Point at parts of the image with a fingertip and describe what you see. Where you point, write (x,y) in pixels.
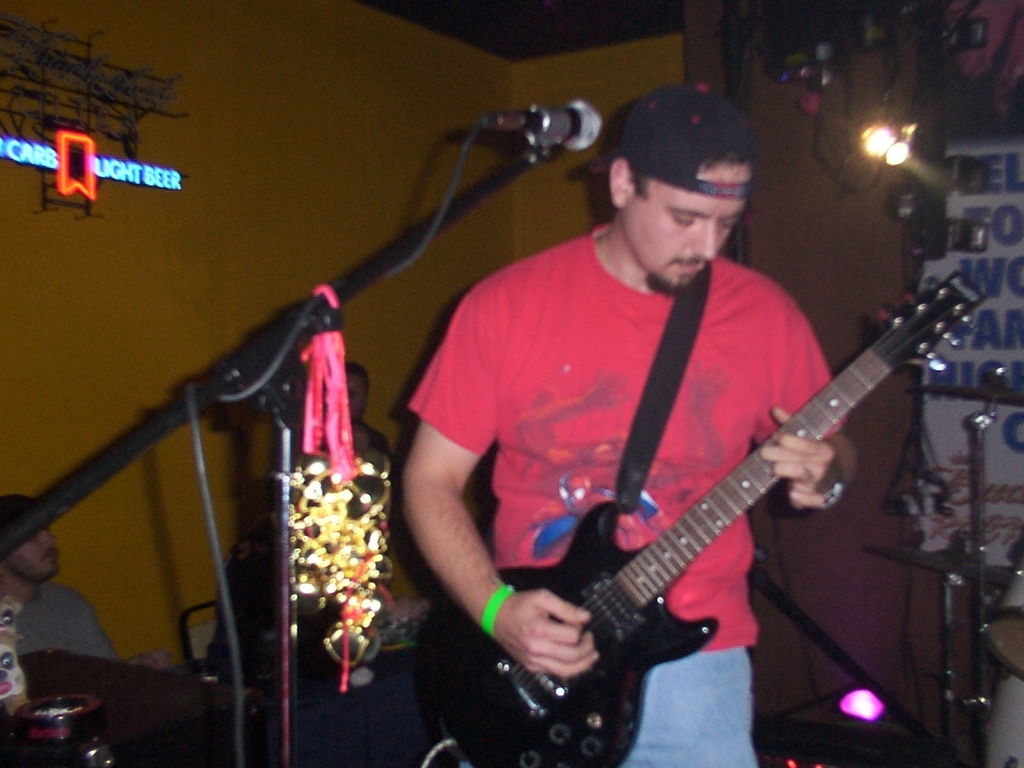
In the image we can see there is a person (687,176) who is holding guitar (477,708) in his hand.
